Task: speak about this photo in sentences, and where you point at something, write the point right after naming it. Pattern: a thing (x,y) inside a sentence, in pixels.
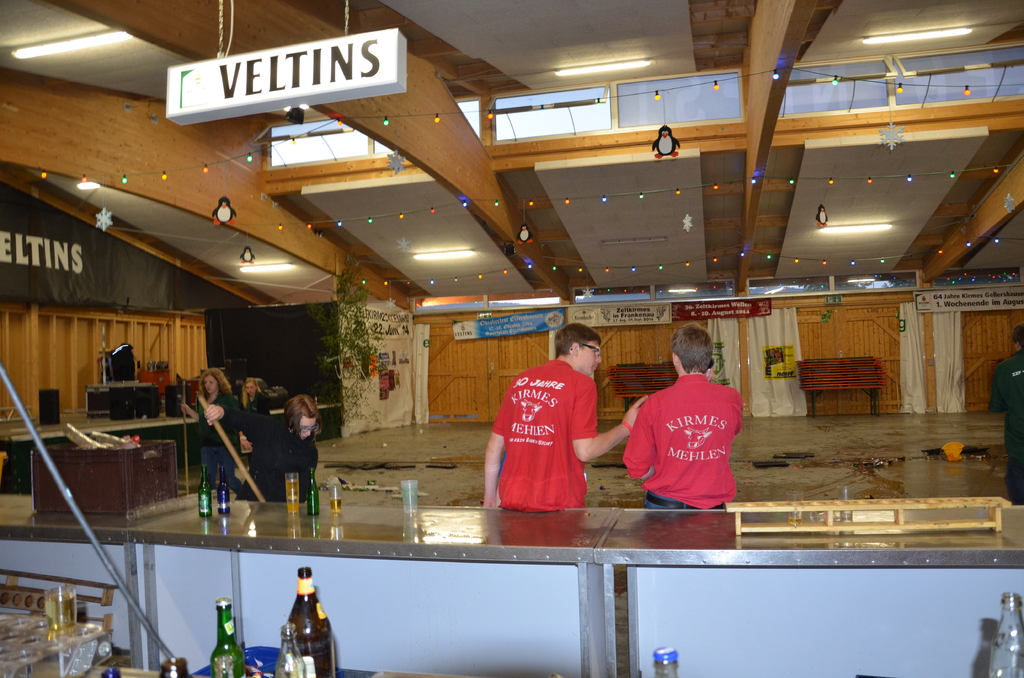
This image seems to be clicked inside bar (114,165), there are beer bottles (225,623), glasses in the front (220,666) on the table (761,585) with two men (712,479) in red t-shirt (664,428) standing in front of it, on the left side (259,433) there are two women (305,474) sweeping the floor (472,473), over the ceiling (459,236) there are lights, in the back (459,378) there are doors (519,349) on the wall (872,346).
